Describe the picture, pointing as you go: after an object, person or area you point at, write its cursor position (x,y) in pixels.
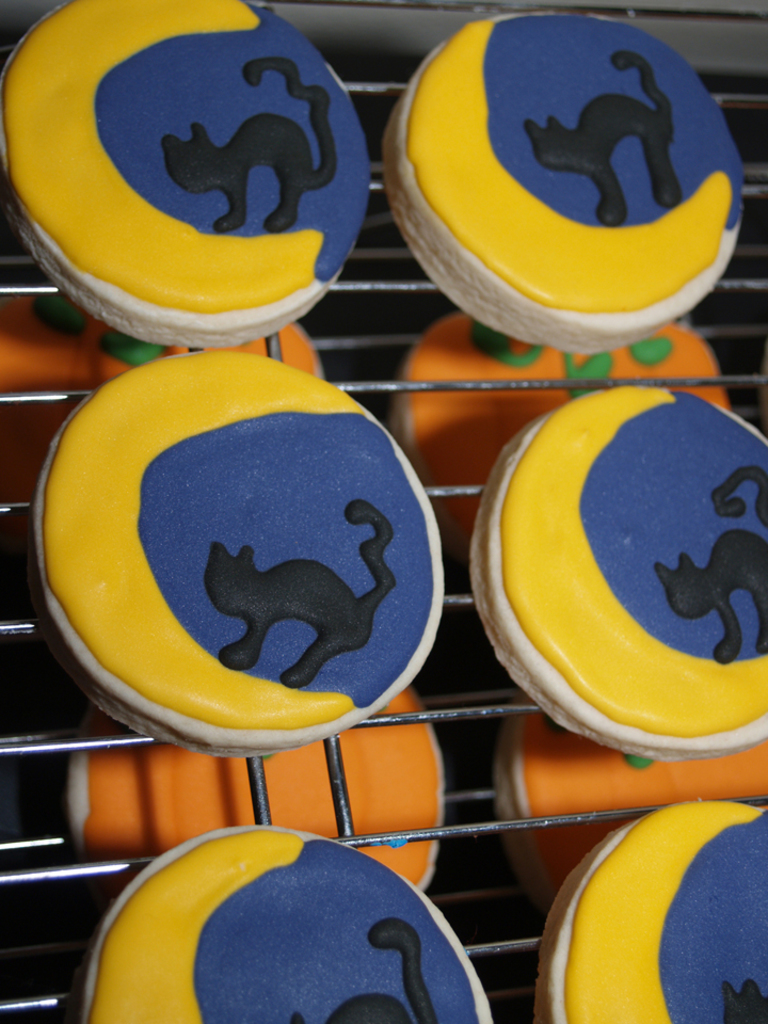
In this image we can see a yellow and orange color cookies (430,756) on the grill (391,718).
